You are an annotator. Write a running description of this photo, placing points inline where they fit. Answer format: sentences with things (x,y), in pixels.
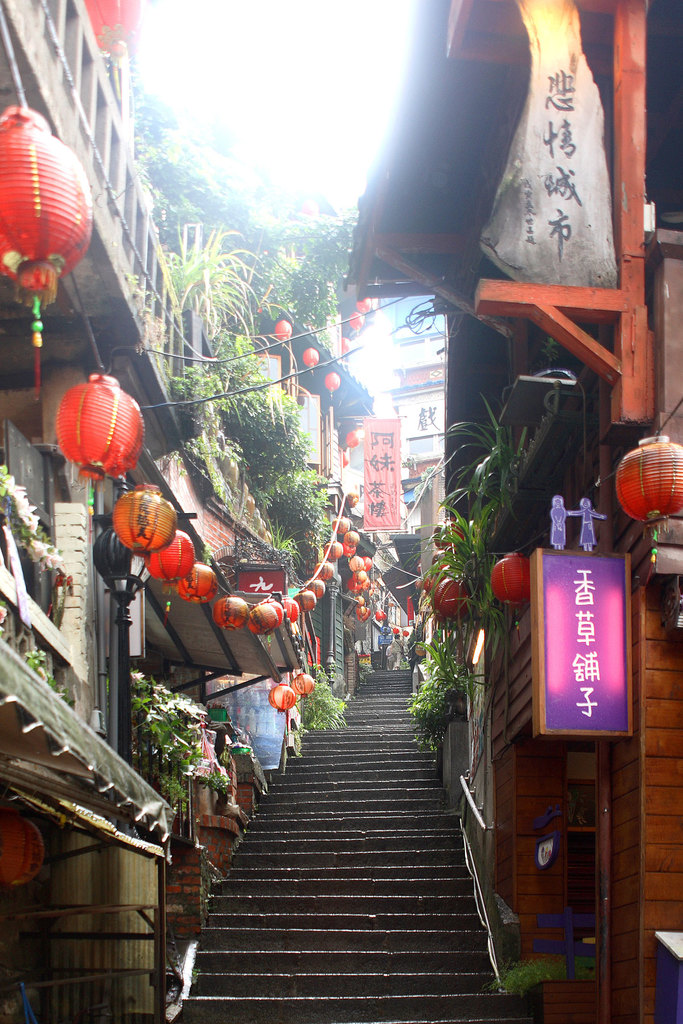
This image is taken outdoors. At the top of the image (250,52) there is the sky (267,104). At the bottom of the image (282,914) there are many stairs (339,826). On the left (216,546) and right sides of the image there are a few buildings (198,513) with walls (652,673), windows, railings (14,635), balconies (66,285) and wooden sticks (540,298). There are many boards (557,79) with text (557,79) on them. There are many paper lamps (150,531) and rope lights (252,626). There are many plants (306,486) and there are a few grills (131,892).
